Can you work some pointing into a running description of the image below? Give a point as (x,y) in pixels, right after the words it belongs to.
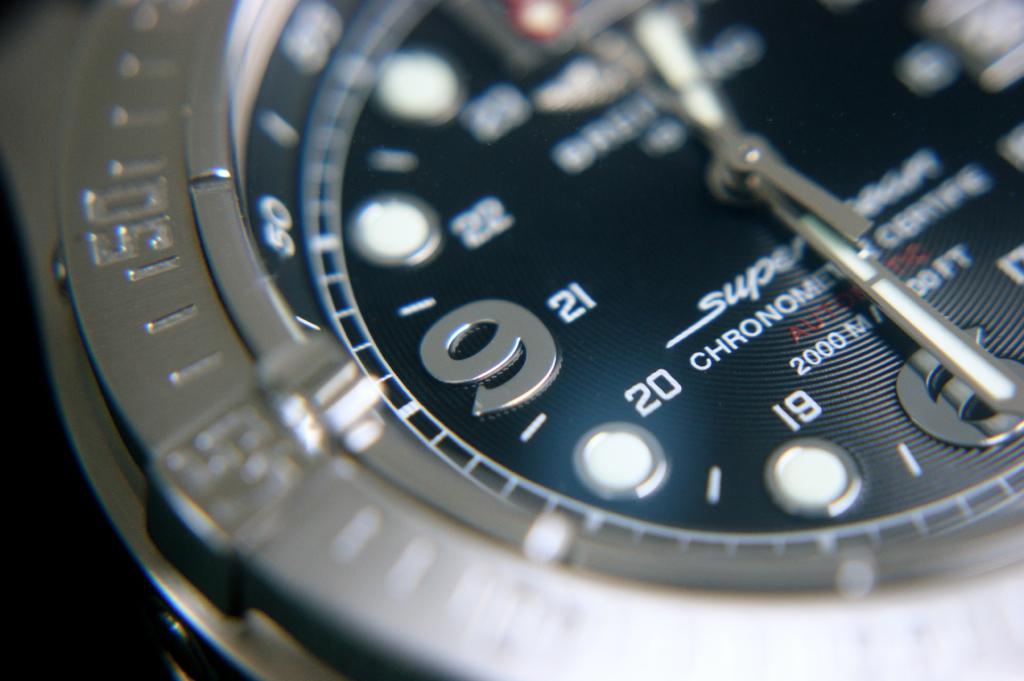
In the center of this picture (375,349) we can see the watch (616,93) and we can see the hands (728,170), dial (488,187), case (279,663) and the bezel (407,496) of the watch (390,412) and we can see the text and numbers (469,319).
